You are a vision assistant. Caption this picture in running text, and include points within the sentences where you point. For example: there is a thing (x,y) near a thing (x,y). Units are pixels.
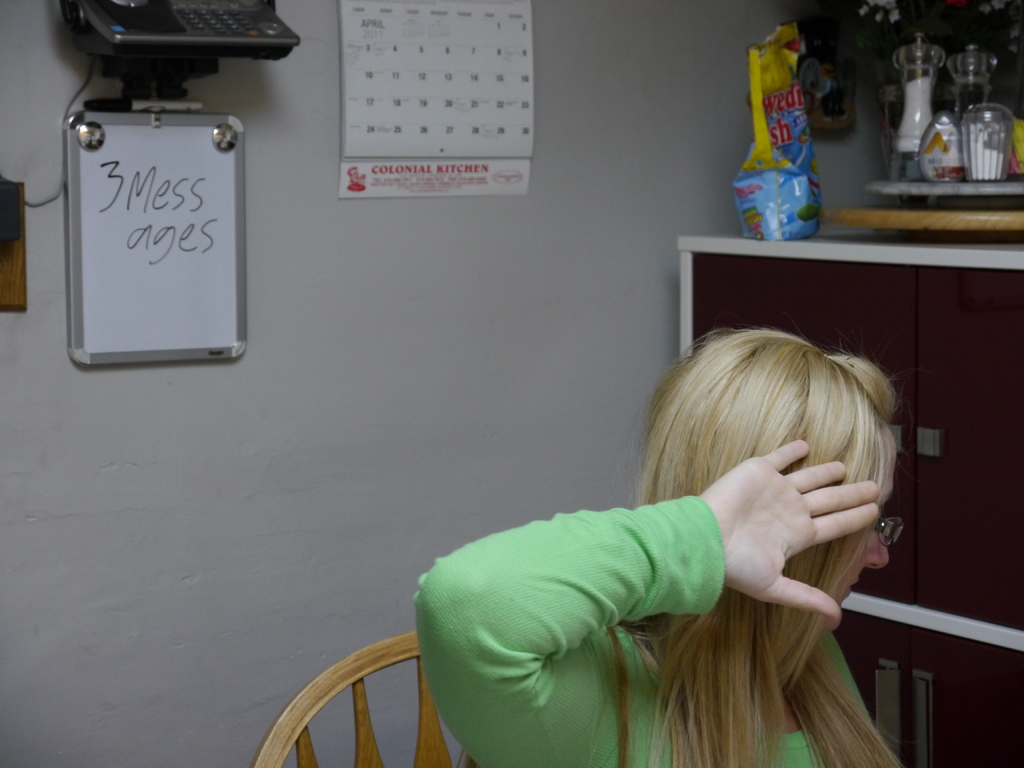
This image consists of calendar (353,194) at the top (371,136), white board (178,187) on the left side (158,173). There is a phone (215,40) at the top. There are cupboard (893,368) on the right side (915,324). On that there are glasses (968,94), cups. There is a woman (577,583) at the bottom (439,667). She is sitting on a chair (310,719).
